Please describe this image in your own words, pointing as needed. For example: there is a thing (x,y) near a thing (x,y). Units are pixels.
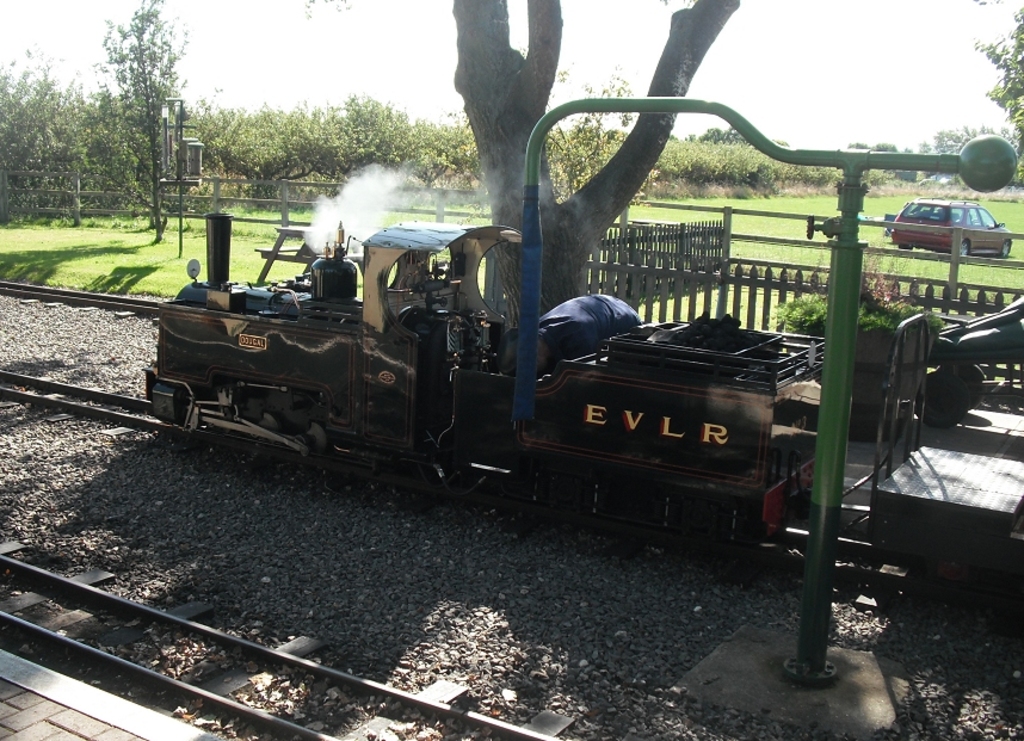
In this image, in the middle (602,398), we can see a train (591,398) moving on the railway track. On the right side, we can see a metal rod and a car (979,217) moving in the grass (1015,220). On the left side (72,183), we can see a wood grill (119,210), pole (180,190), trees (268,138). In the background (657,130), we can see a wooden trunk (642,133), trees (601,176). At the top (871,140), we can see a sky (861,65), at the bottom (195,569), we can see a railway track (100,586) and some stones (161,587) on the railway track (299,738).
